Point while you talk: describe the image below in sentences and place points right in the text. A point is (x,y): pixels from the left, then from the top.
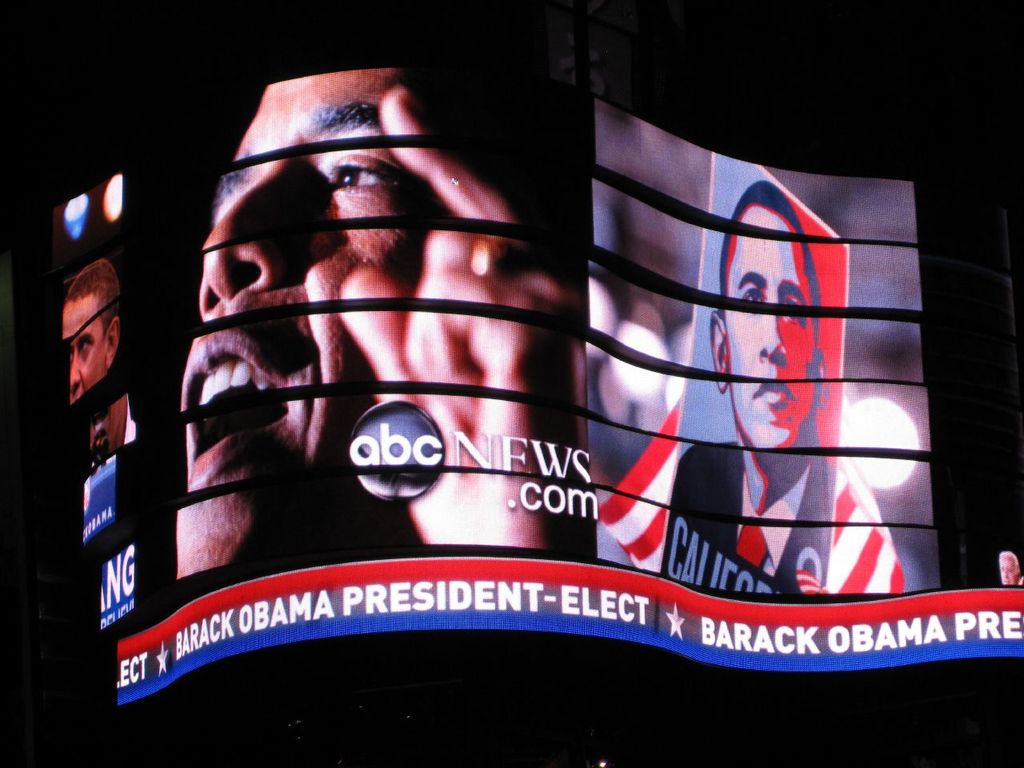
This picture shows a screen (472,173) and we see picture (342,128) of a man (224,549) and some text (623,601) on it.
